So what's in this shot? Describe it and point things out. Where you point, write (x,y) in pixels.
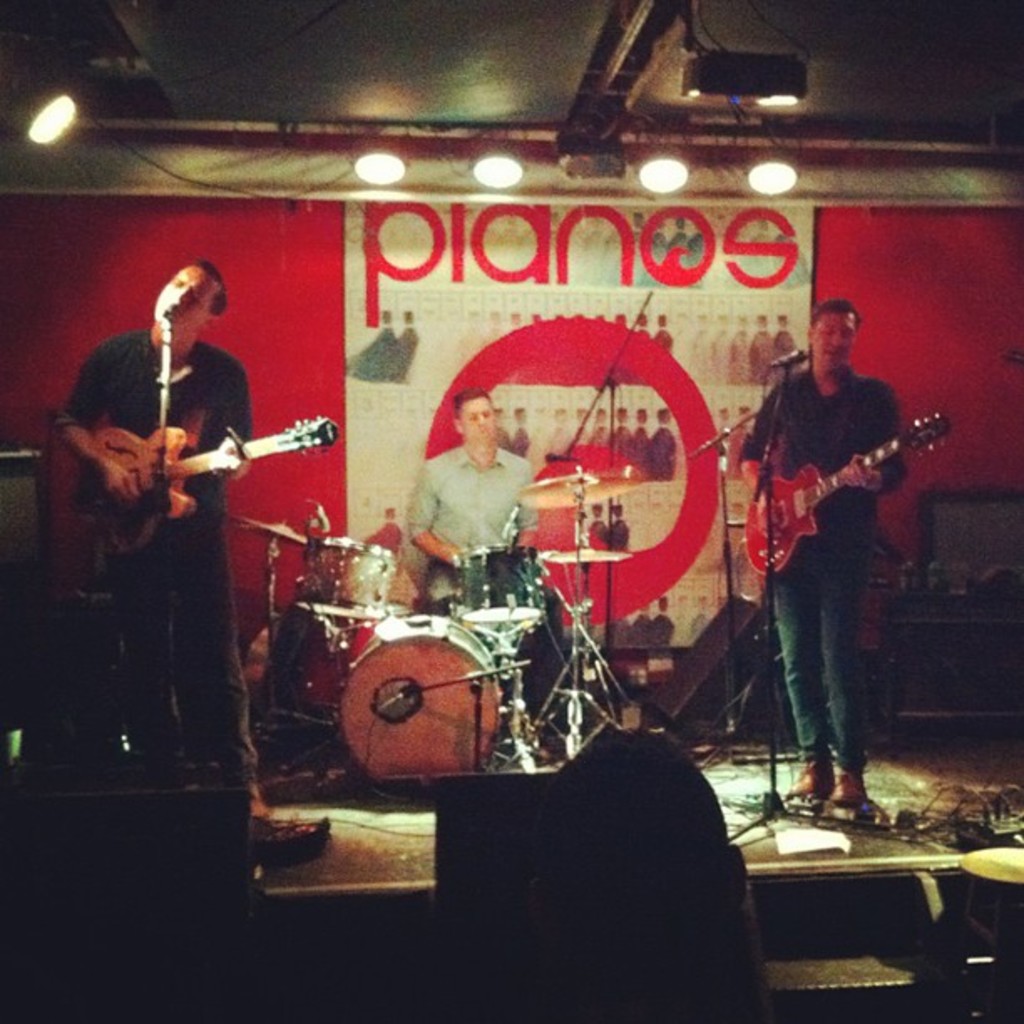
This image is clicked in a concert. There are three men (818,400) on the dais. In the middle (447,523), the man (436,517) sitting and playing drums (433,737). To the left (131,532) and right the two men (824,520) are playing guitars (763,549) and singing. In the background (310,277), there is a wall (331,310) on which a banner (404,339) is fixed. At the top (400,93) there is a roof (467,119), to which the lights (647,167) are hanged. At the bottom (879,864), there is a dais (893,874).
